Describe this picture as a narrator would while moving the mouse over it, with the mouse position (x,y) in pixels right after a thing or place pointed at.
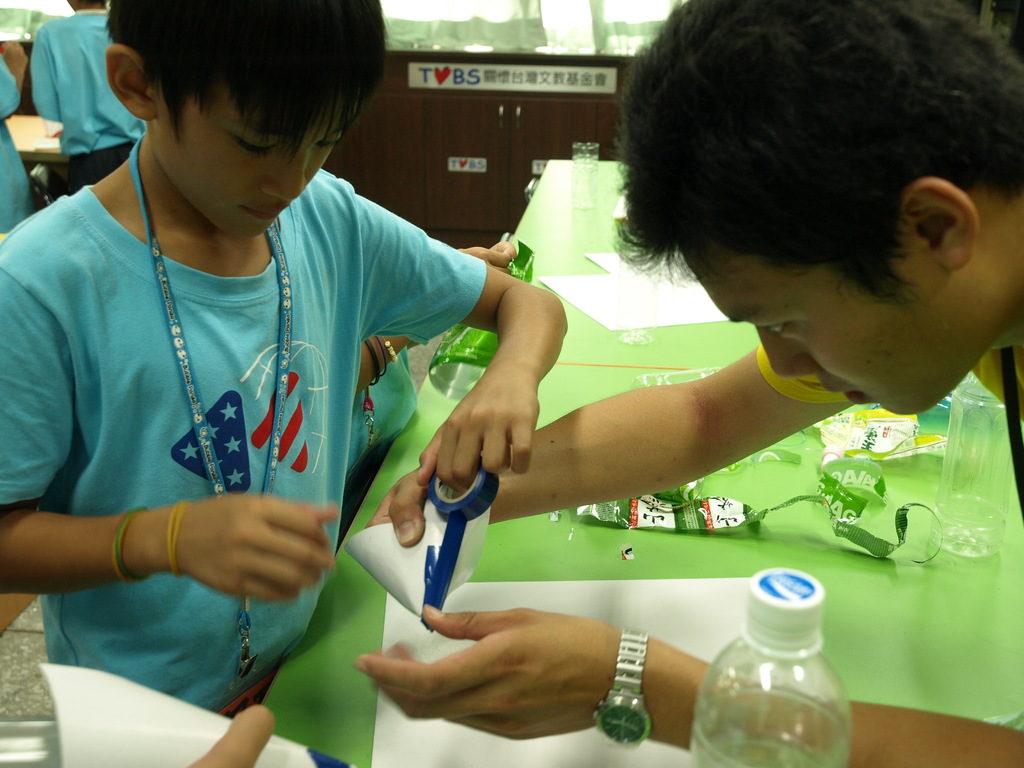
In this picture we can see man (980,273) and boy (237,331) holding paper (392,543) and tape (493,500) in their hands (412,516) and in front of them on table (533,540) we have papers (472,607), bottle (750,626), glass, sticker (852,486) and in background (461,115) we can see some more persons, window (555,23), cupboards (433,108).
